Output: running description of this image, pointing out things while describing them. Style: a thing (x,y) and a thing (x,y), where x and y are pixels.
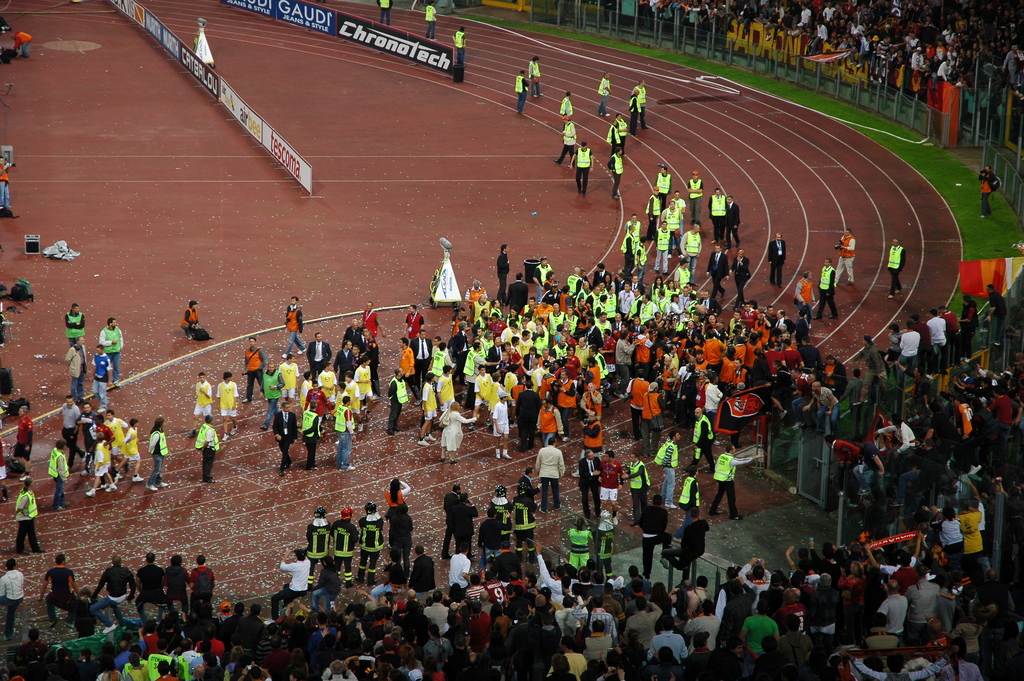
In this image there is crowd (691,561). On the right (995,270) there is a flag (1004,284). In the background (259,134) we can see boards (367,40).
